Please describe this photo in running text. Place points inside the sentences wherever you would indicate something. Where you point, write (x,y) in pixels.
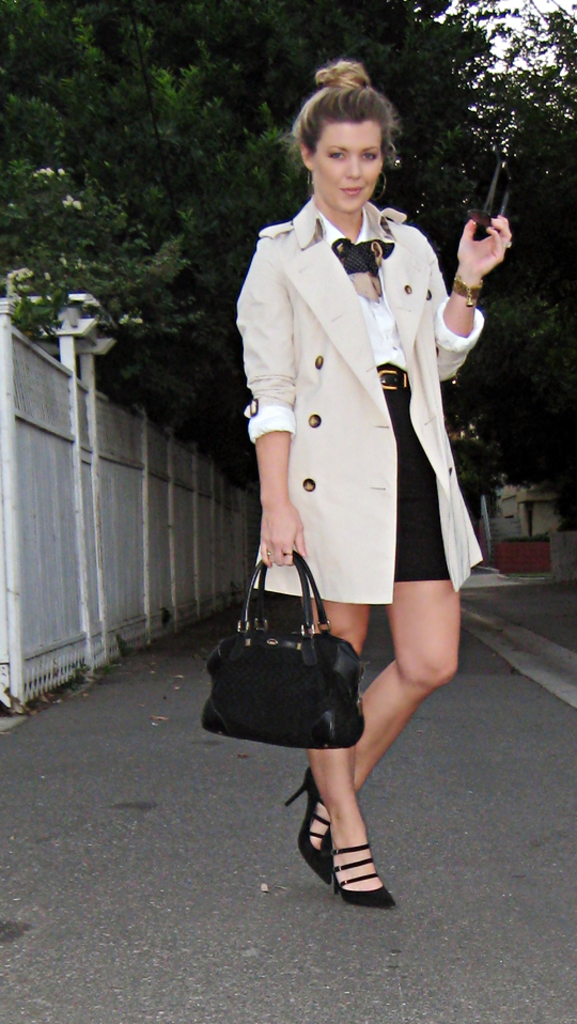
Here we can see one women (263,496) wearing a beautiful dress (392,362) and a coat (357,410) and she is holding a black colour handbag (298,746) in her hands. This is a road (418,750). On the background (537,181) we can see trees (405,94). This is a fence board (152,528).
